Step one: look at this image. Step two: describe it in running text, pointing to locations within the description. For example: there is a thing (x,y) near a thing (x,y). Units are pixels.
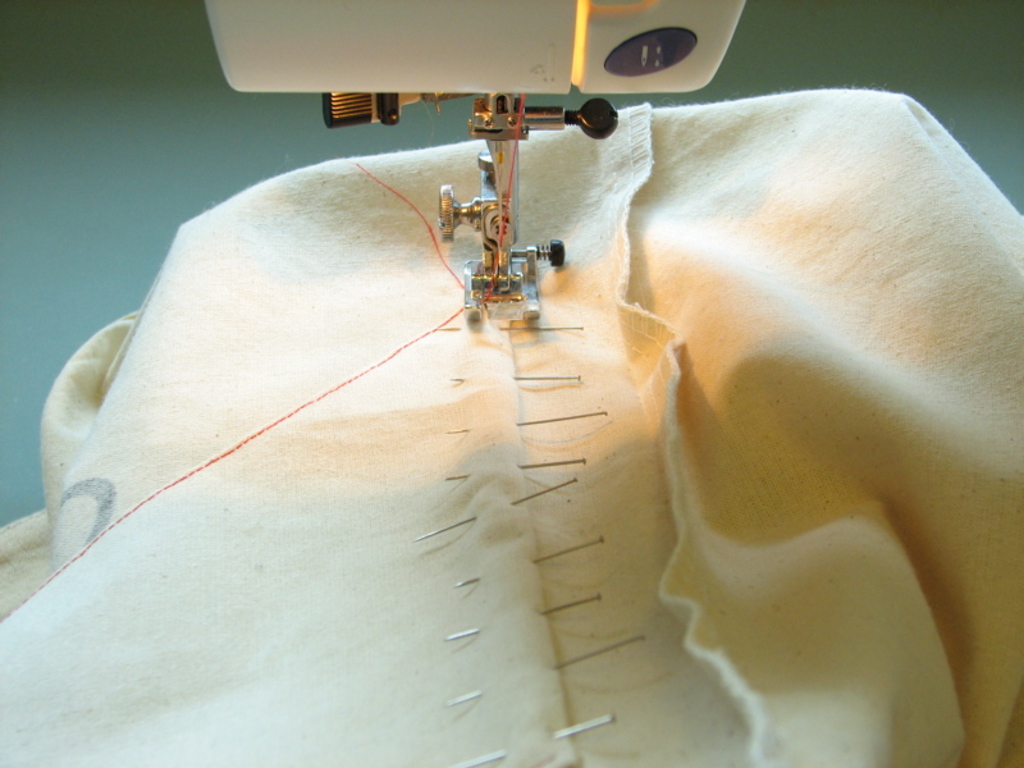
In the picture there is a cloth (585,631), on the cloth (585,631) there are needles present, there is a stitching machine (407,6) present.
